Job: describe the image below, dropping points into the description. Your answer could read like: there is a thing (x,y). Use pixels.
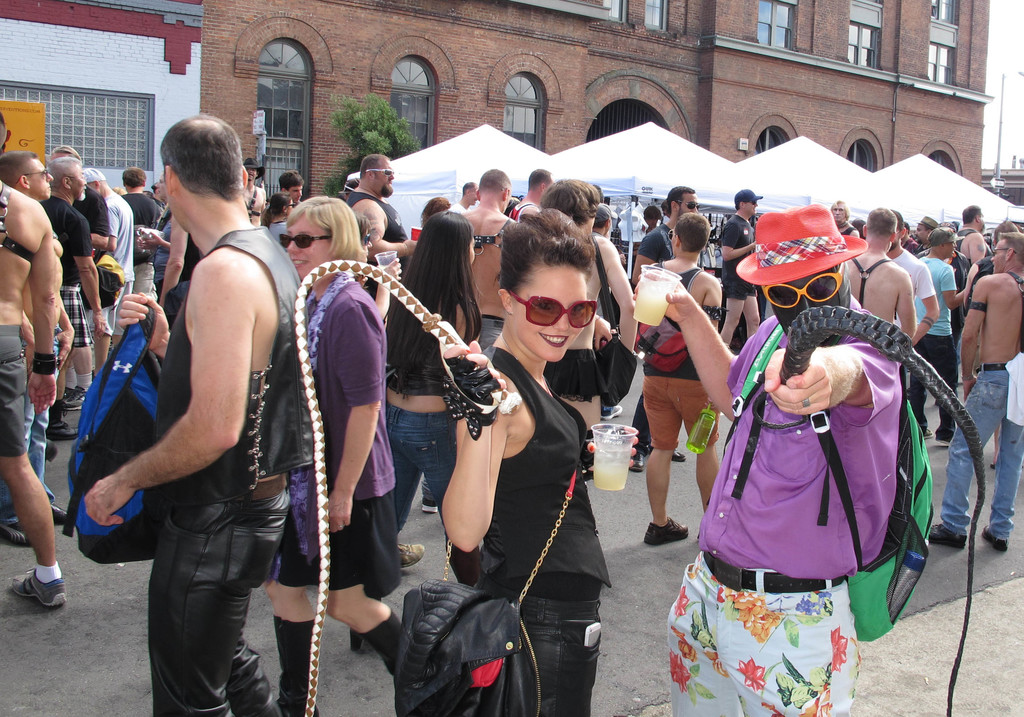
This image is taken outdoors. At the bottom of the image (122,656) there is a road (333,683). In the background (513,88) there is a building (271,56) with walls (167,74), windows (765,137) and doors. There are four tents (451,176). There is a tree (380,143) and there is a pole (999,146) with the street light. In the middle of the image (682,412) many people (643,396) are standing on the road (951,576) and a few (181,185) are walking on the road (962,662). A man (791,510) and a woman (531,596) are standing on the road (966,678) and they are holding whips (906,343) in their hands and they are holding glasses (625,442).
